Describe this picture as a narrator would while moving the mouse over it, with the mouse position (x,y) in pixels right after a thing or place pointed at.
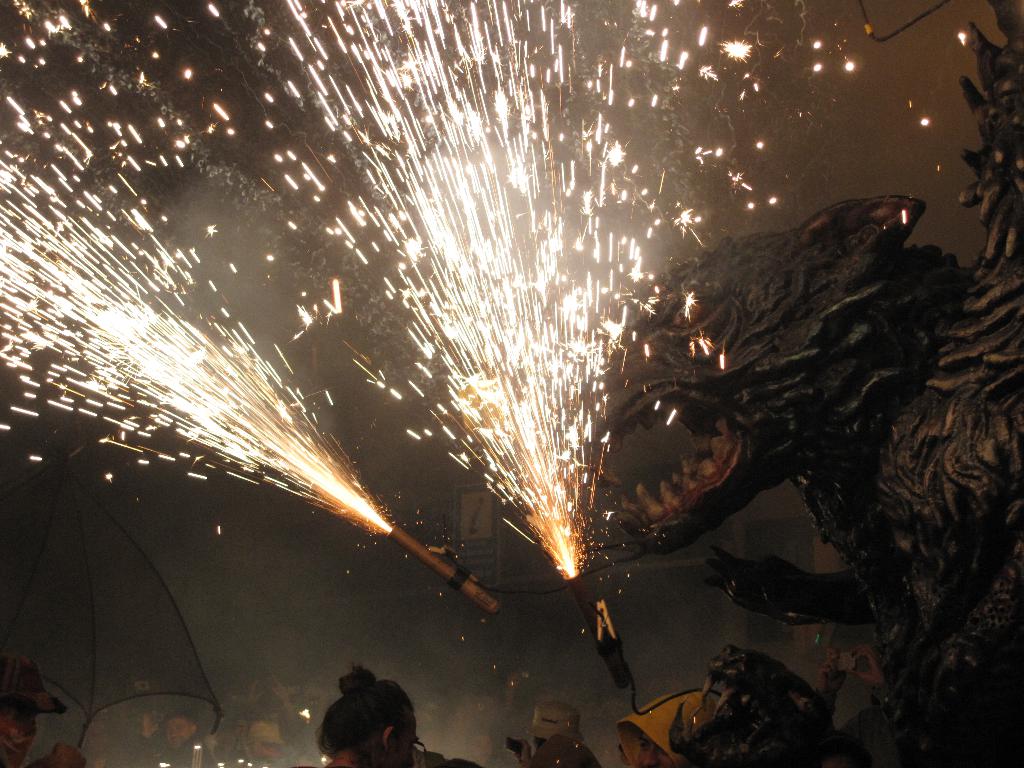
In this image we can see fire (426,294) coming from two objects (580,589). On the right side (849,458) we can see a sculpture (850,382). At the bottom (69,753) we can see group of persons (69,753) and a few objects (61,571).
